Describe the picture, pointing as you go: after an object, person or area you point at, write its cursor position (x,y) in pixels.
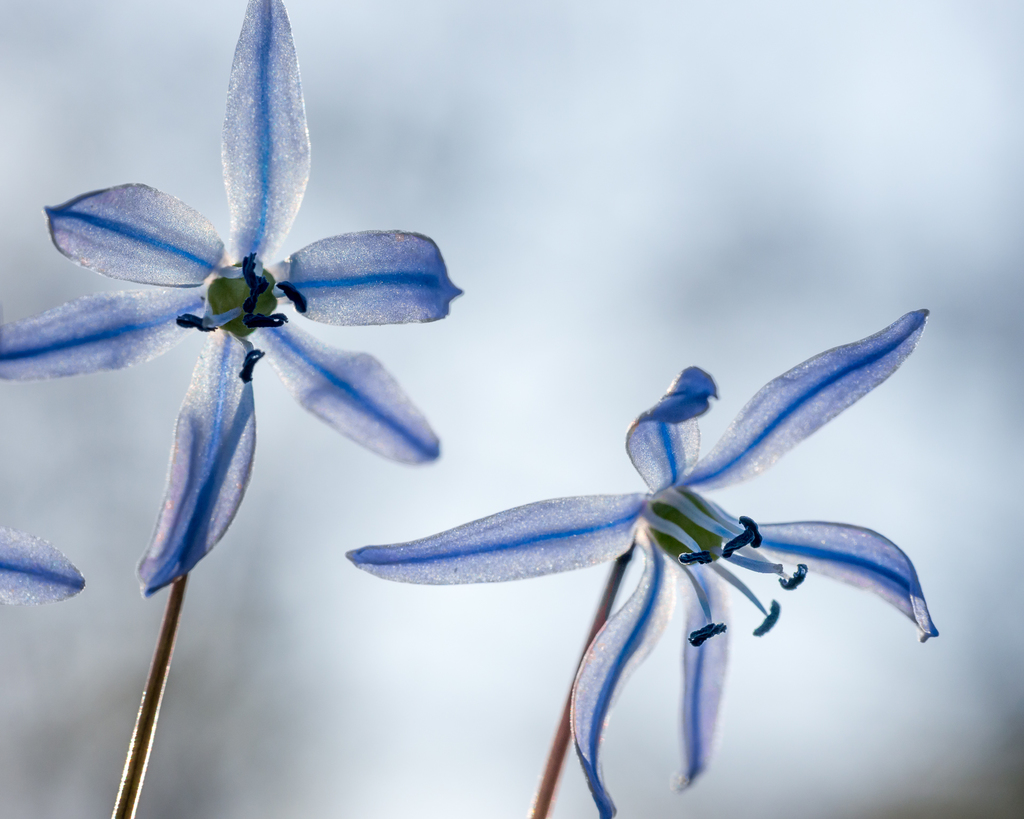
In this picture there are two flowers (519,509) which are in white and blue color and there is a green color object (241,305) in between it.
